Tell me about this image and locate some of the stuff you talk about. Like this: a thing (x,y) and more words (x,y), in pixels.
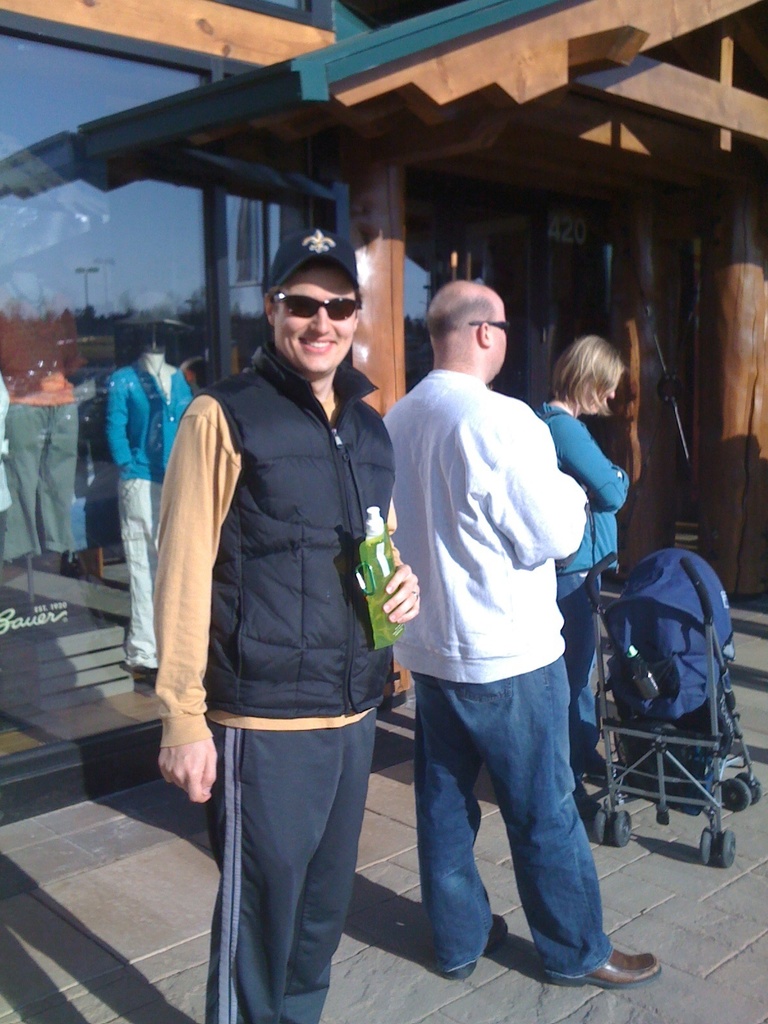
In the image there is a man (245,670) in black vest coat (302,694), tracks (317,881) holding a bottle (401,630) and standing, beside there is another man (476,513) in white t-shirt (442,419) and jeans (562,890) and a woman (586,397) in sea green sweat shirt (579,471) standing beside a baby cradle (720,771). in the back (184,261) there is a cloth store (150,89).
